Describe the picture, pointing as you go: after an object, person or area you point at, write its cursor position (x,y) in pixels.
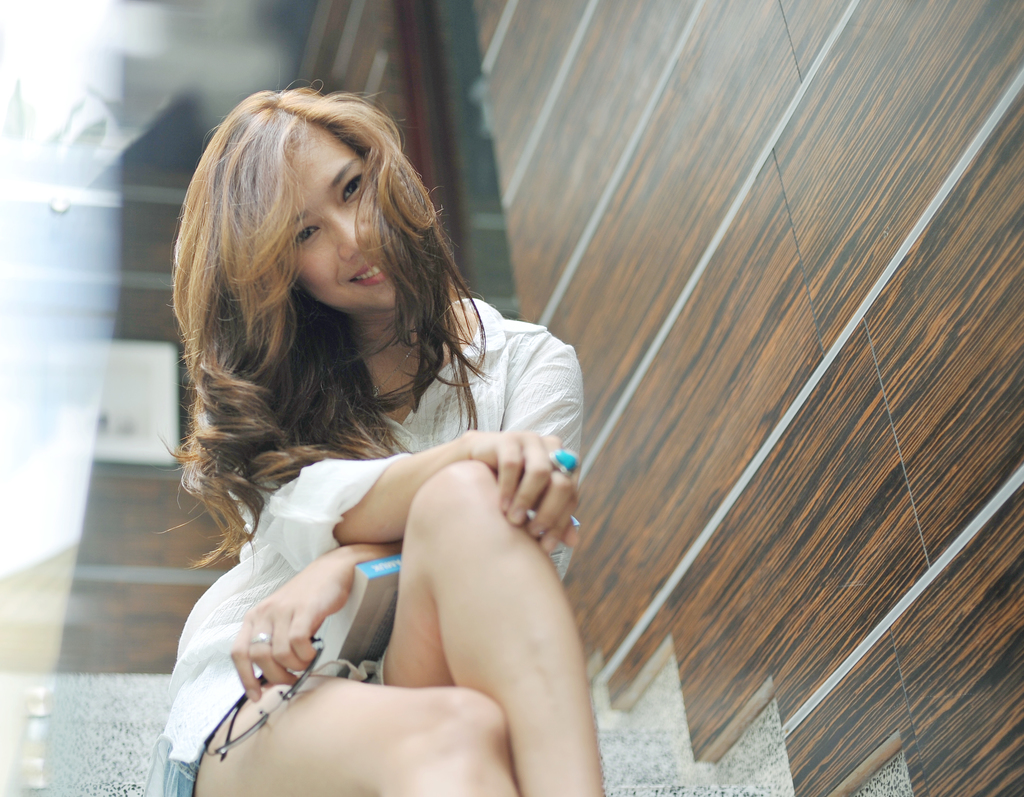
In the image we can see a girl (448,535) sitting, wearing clothes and finger ring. She is holding spectacles (245,734) and there is a book (382,581) on her lap (412,576). Here we can see wooden wall (797,398) and the background (162,170) is blurred.
